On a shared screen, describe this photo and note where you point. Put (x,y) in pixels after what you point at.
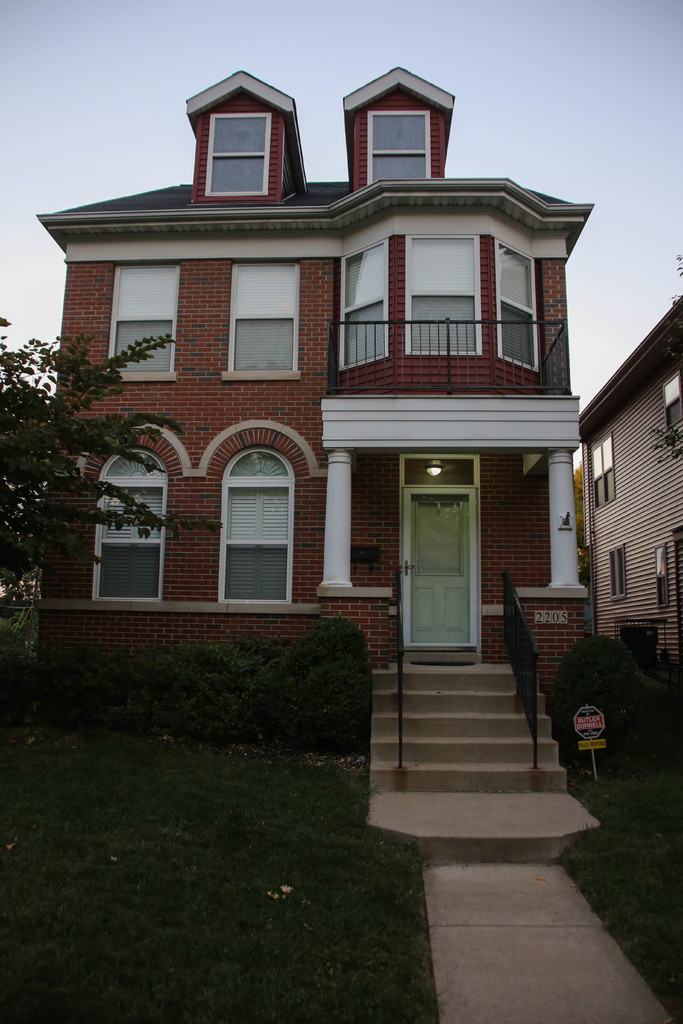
In this image there is a building (253,536). There are glass windows (432,311), a railing (449,361) and a door (425,553) to the building (425,553). In front of the door (452,640) there are steps (466,727). There are railings (510,618) beside the steps (452,681). In front of the building (146,621) there are hedges (620,677). At the bottom (331,898) there is grass (380,870) on the ground (377,866). To the right (643,515) there is another building (653,476). At the top (363,43) there is the sky (363,43).
